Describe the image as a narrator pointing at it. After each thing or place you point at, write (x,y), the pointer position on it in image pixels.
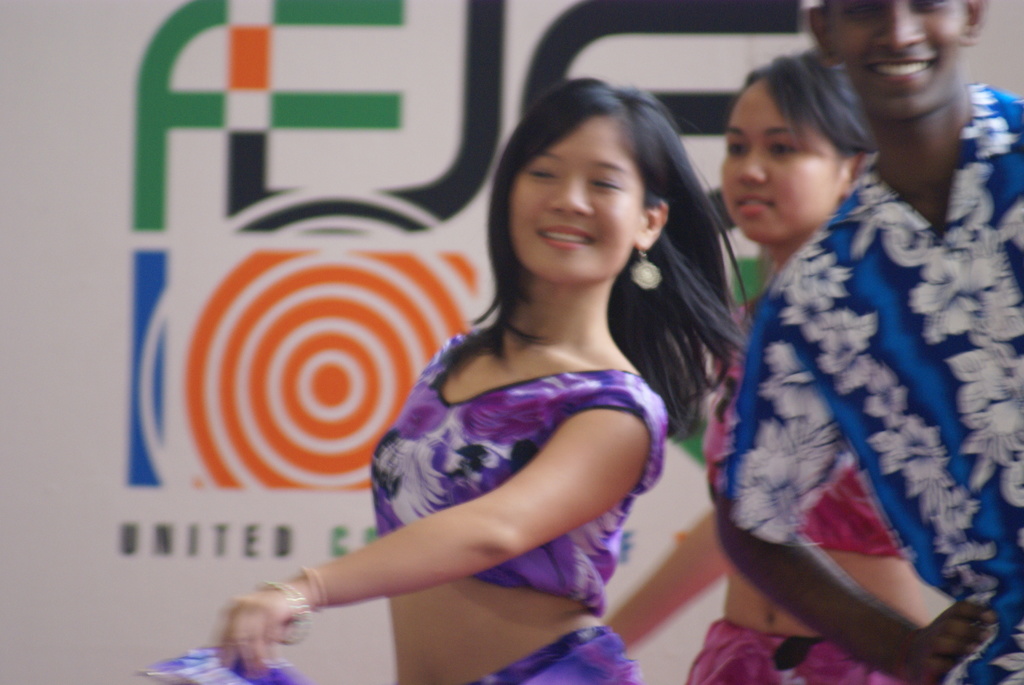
In the background (264,416) there is a board (244,396) with a text (704,21) on it. In the middle of the image (493,404) a woman (488,524) is performing and she is with a smiling face (557,214). She is holding an object (182,681) in her hand (244,631). On the right side of the image (886,196) there is a man (887,232) and a woman (795,638). They are with smiling faces (804,197).
